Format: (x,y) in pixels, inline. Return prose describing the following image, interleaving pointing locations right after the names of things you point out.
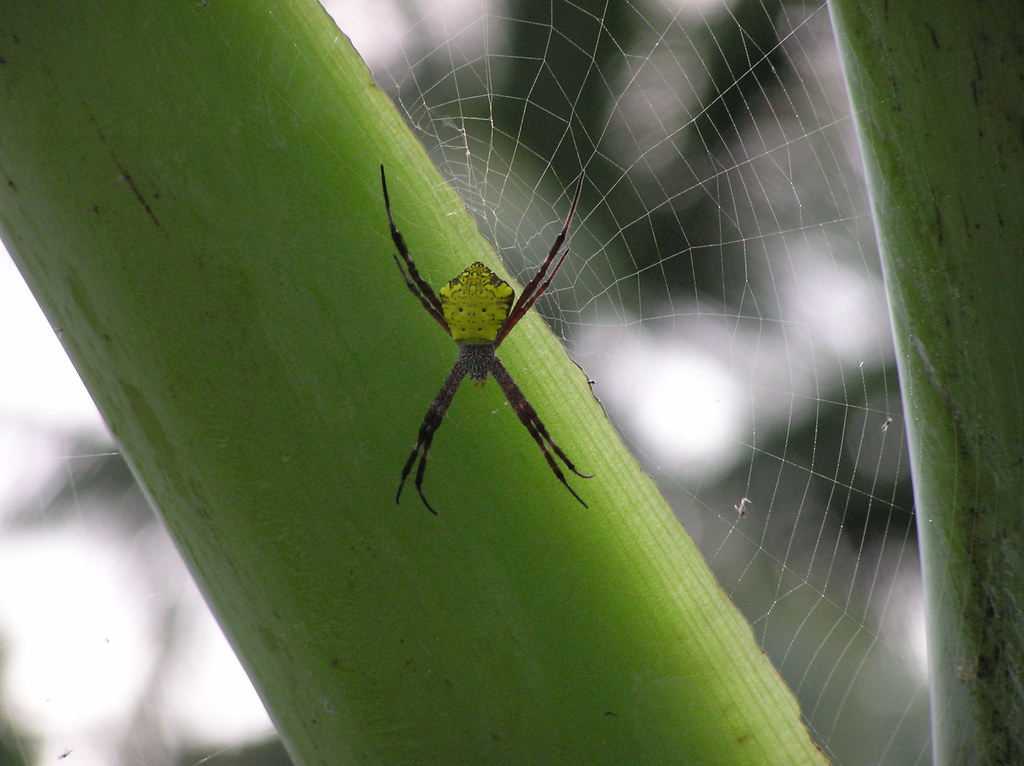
In this image there is a spider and a spider web (557,321) on a plant (430,344) and there is a blurred background (36,720).
